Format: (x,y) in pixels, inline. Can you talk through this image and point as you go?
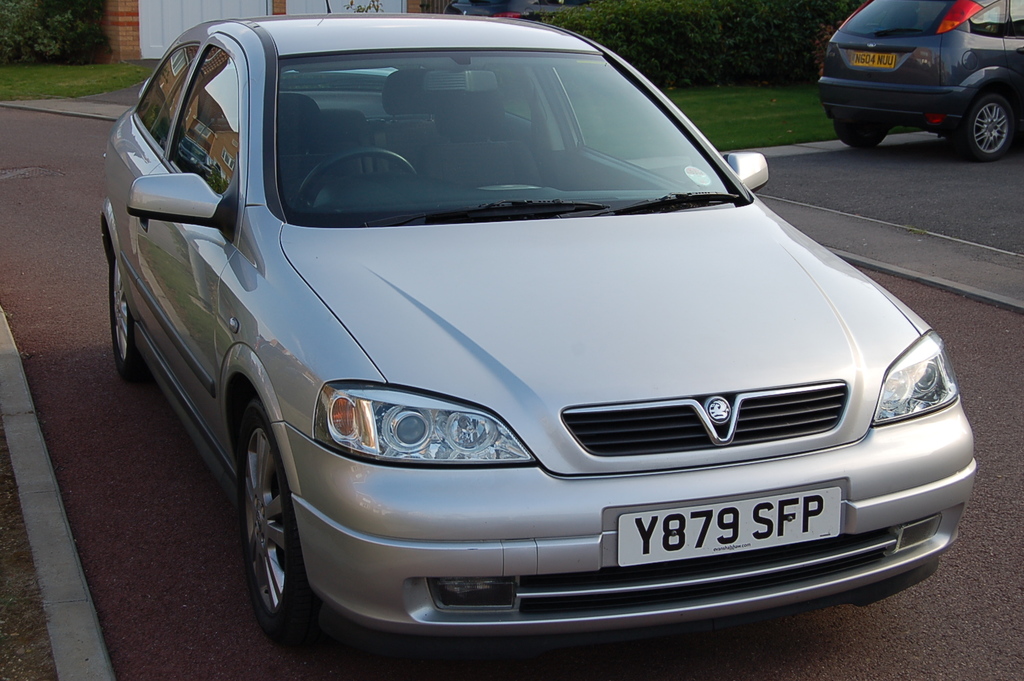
In this picture we can see cars (664,204) on the road (1011,473). In the background of the image (100,48) we can see grass (745,124), plants (100,48), car (525,7) and wall (134,15).
